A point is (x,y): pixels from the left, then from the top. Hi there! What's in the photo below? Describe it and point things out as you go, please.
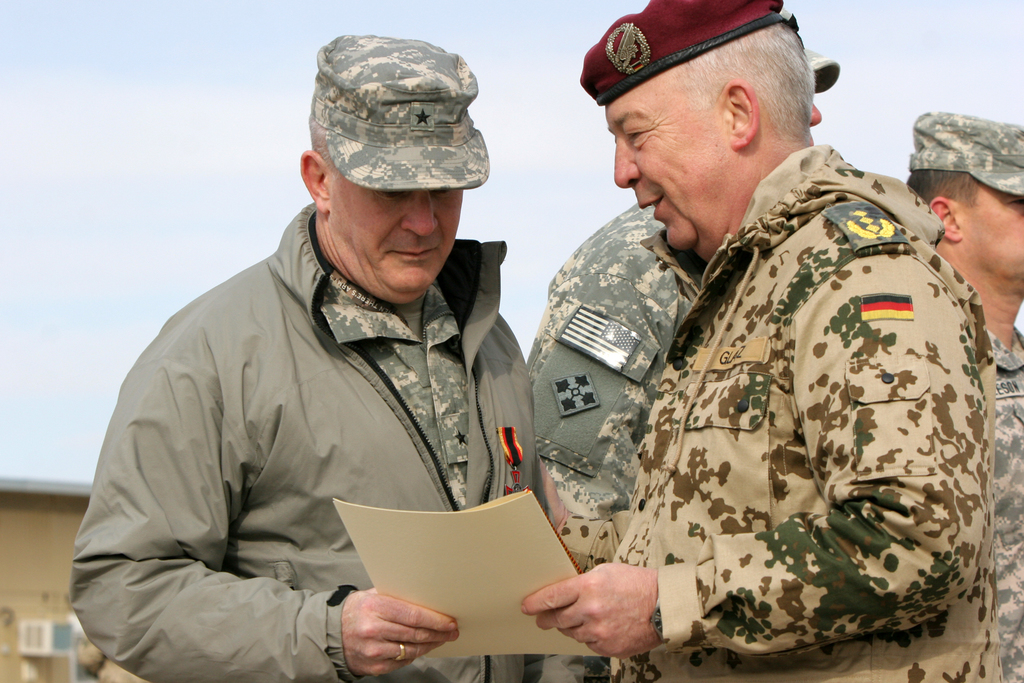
In this picture there are two old army soldiers (731,481) standing in the front (431,570) and holding the yellow paper (458,582) in the hand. Behind there is a another soldiers (992,268) standing and looking on the right side (992,268). In the background (47,577) there is a yellow color house (33,570).
